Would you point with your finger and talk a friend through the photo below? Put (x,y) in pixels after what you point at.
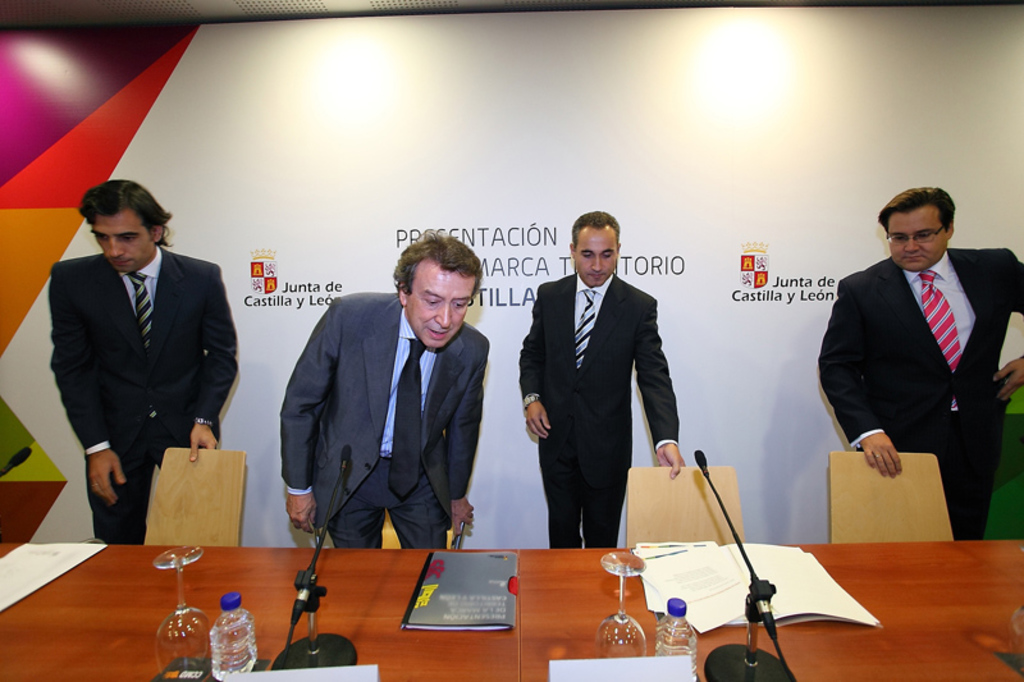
Here in this picture we can see four men (652,346) standing over the place and we can see chairs (192,503) in front of them and we can also see table (373,555) in front of them and on that table (233,587) we can see glasses (180,558), bottles of water (222,631), files (512,604), papers (660,576) and microphones (319,577) present all over there and behind them we can see banner (312,324) present over there.
